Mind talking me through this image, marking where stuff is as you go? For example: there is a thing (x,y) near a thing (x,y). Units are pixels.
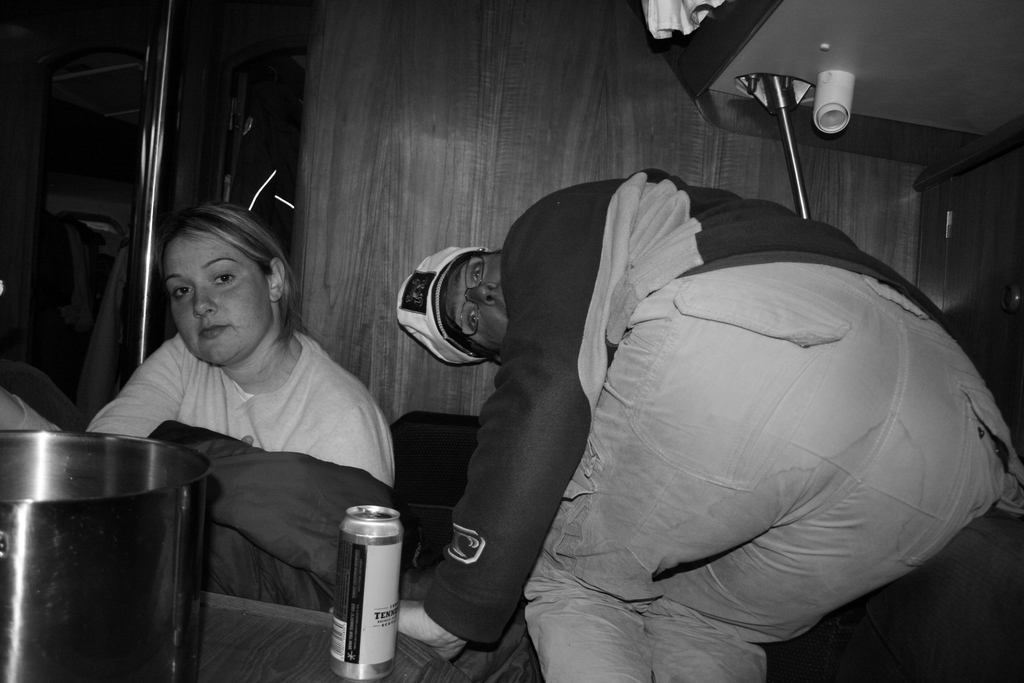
This is a black and white image. In this image there is a lady (224,373). Also another person (506,319) wearing specs (471,310) and cap (429,318). IN the front (292,614) there is a table (259,609). On that there is a steel vessel (106,560) and a can (357,595). In the back (151,106) there are rods (155,153) and doors (135,153).
